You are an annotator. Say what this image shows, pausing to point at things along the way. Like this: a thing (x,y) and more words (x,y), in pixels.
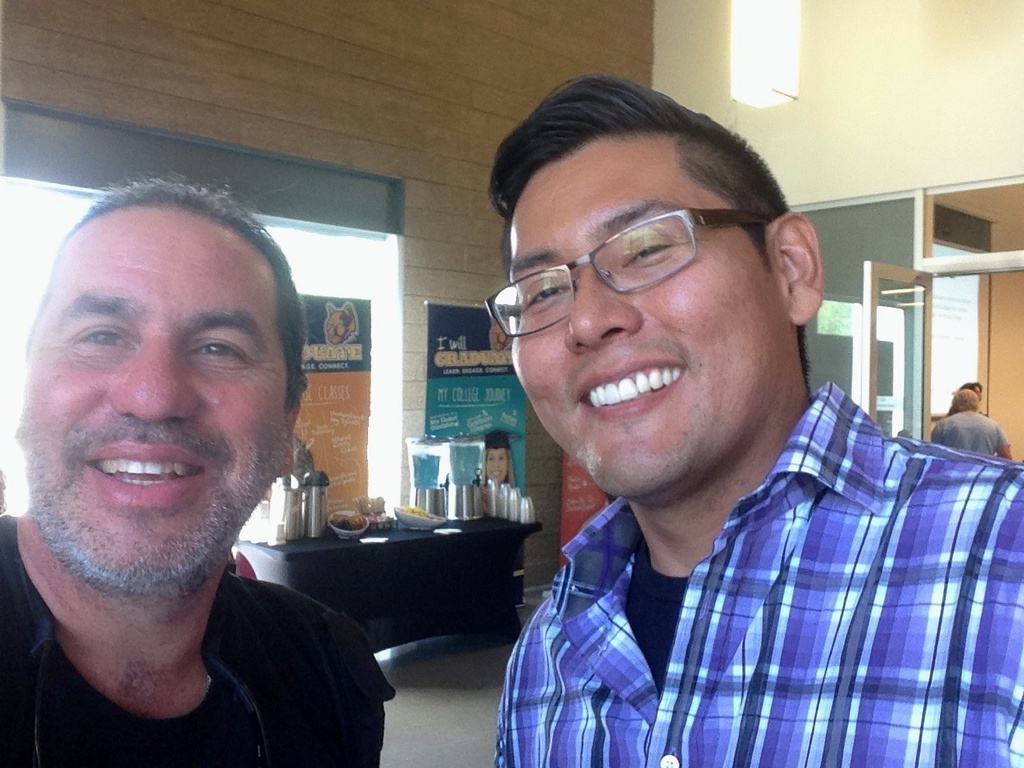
In this image we can see two people (597,475) on the floor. On the backside (505,504) we can see a wall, window (324,190) and some glasses (518,502) and jars (456,496) placed on a table (487,614). We can also see a person (940,427) beside a door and a ceiling light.
